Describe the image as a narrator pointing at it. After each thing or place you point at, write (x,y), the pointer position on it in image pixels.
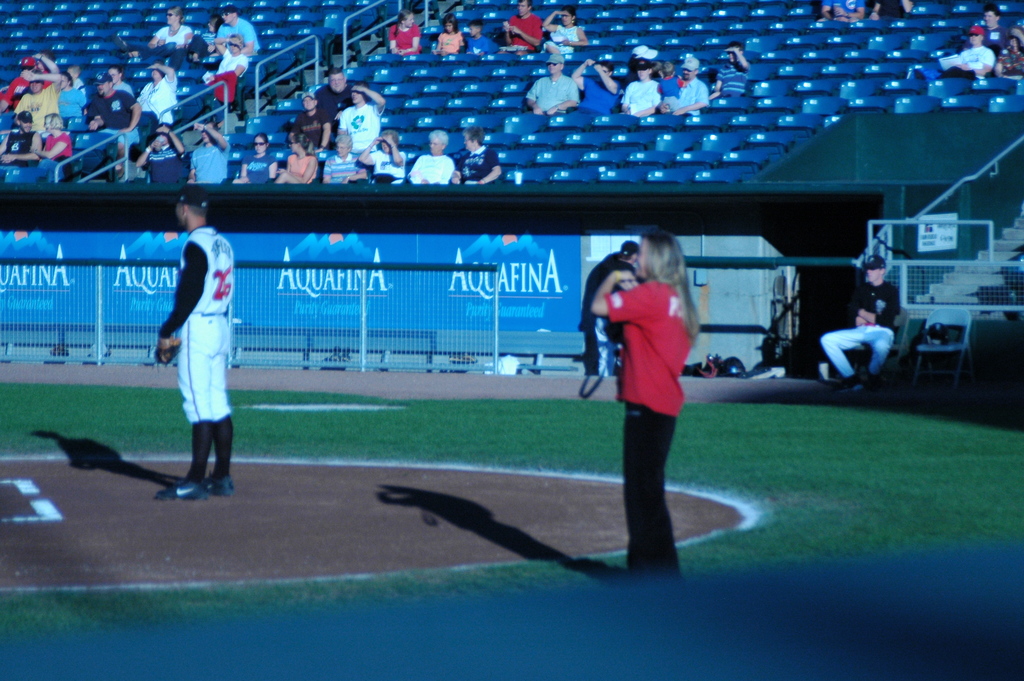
In the picture I can see a person (677,275) wearing red color T-shirt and a person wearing white color dress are standing in the ground (406,563). In the background (606,266), I can see a person (599,277) standing, a person (858,317) is sitting on the chair (873,374), I can see the fence (431,276), boards (413,298) and a few people (599,93) are sitting on the chairs (800,101) in the stadium (542,119).
